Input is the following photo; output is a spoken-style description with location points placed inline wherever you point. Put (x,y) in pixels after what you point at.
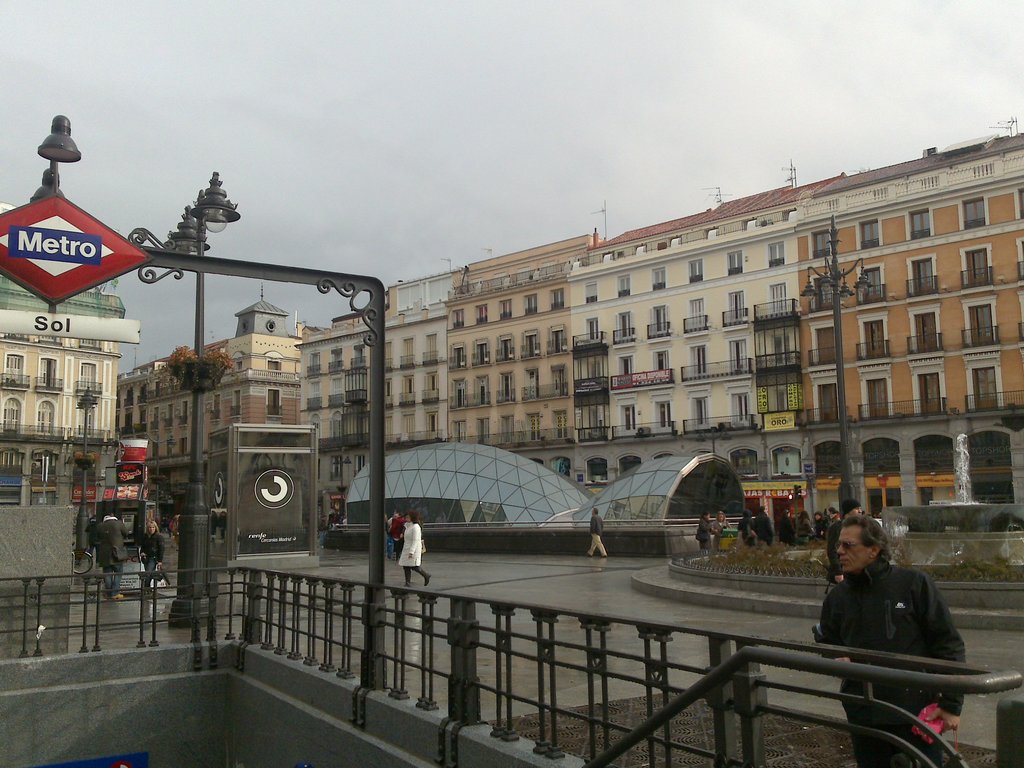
In this image I can see the railing (376,662) and there are few people (848,554) on the road (777,622). To the right (929,515) I can see the fountain (920,528). I can see poles (199,440) and the boards (258,464). In the background (180,386) I can see the buildings (573,444) with railing (337,401), windows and the boards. I can see the sky (375,148) in the back (380,131).
